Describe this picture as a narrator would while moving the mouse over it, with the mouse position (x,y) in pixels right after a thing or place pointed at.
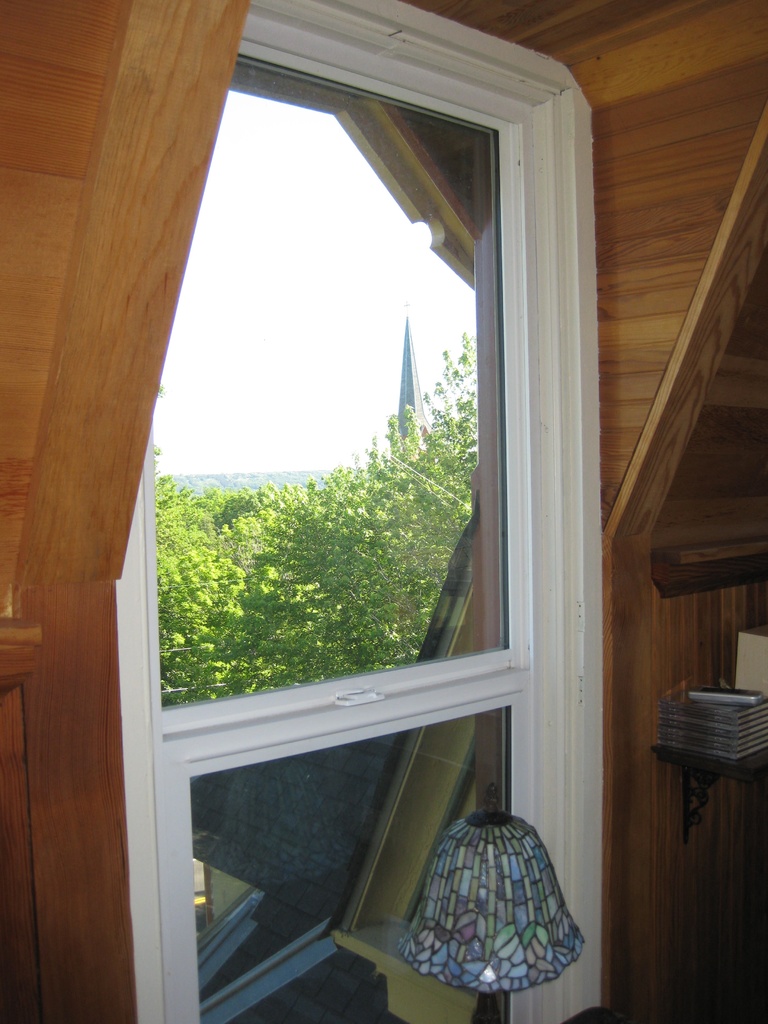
In this image, we can see a lamp (492,970) and a white color glass window (148,1020), in the background (294,523), we can see some green trees (301,536) and the sky (228,417).
